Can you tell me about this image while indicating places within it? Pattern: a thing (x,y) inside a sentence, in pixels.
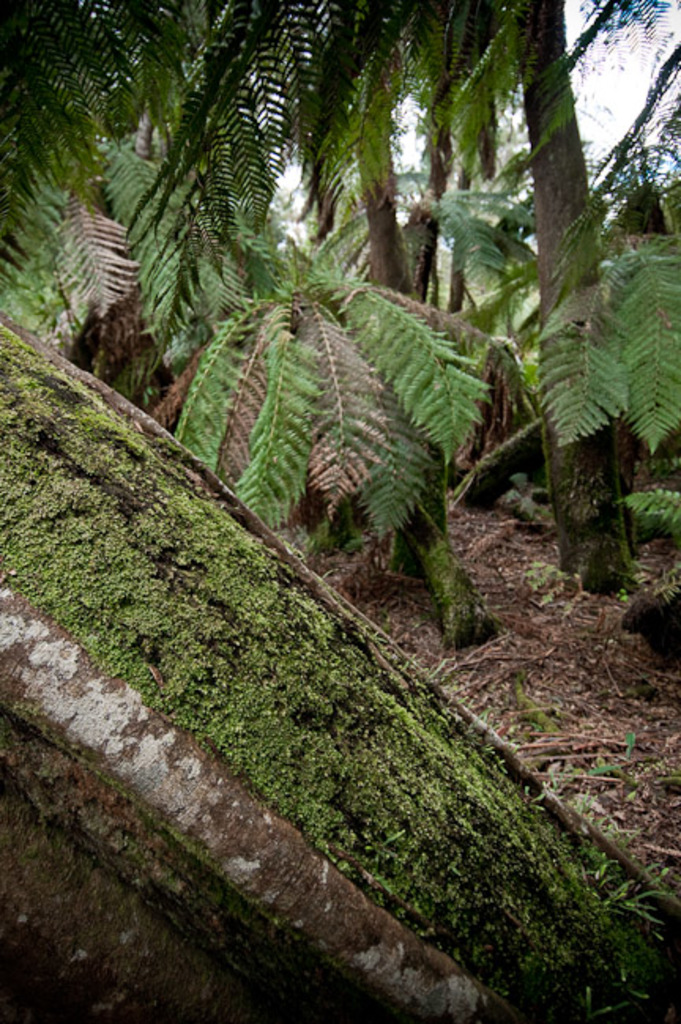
There is a stem (283,768) of a tree (408,846) at the bottom of this image (421,846) and there are some other trees (343,222) in the background (356,341).
